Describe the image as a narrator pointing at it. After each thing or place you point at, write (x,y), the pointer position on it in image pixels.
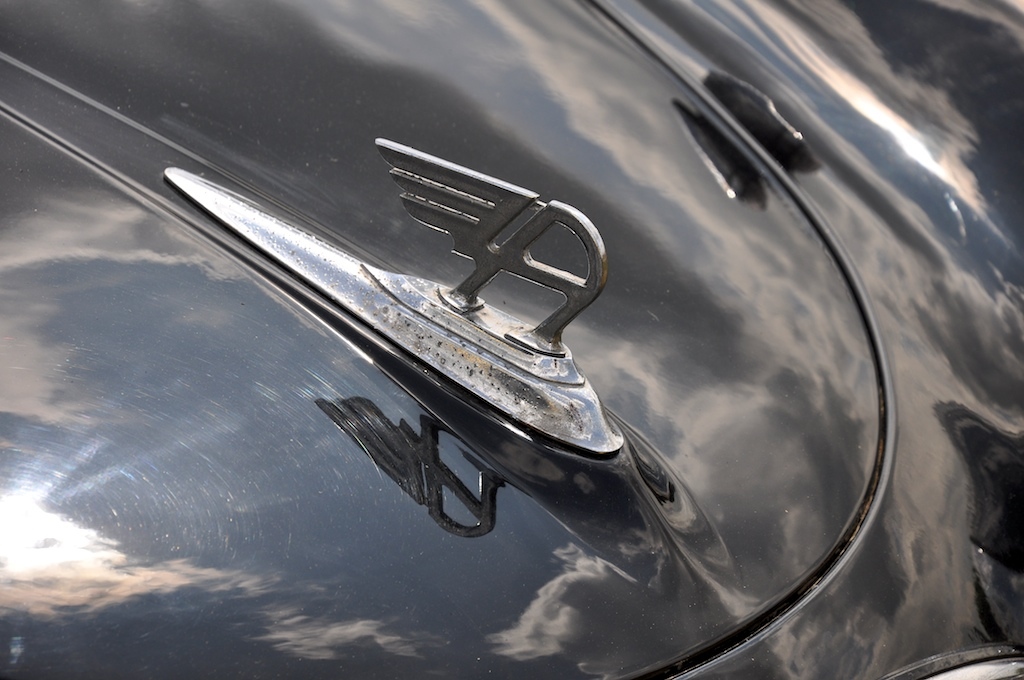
It is a zoom in picture of a vehicle emblem (478,291).
